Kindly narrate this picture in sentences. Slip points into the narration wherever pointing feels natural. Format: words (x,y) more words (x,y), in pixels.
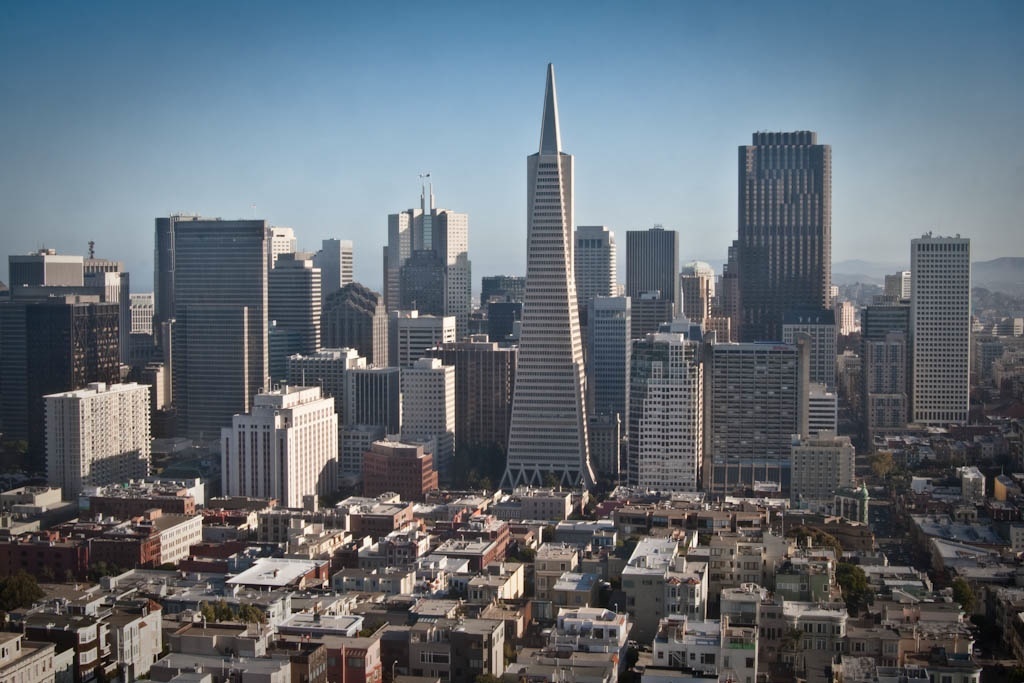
In the picture I can see the buildings (236,631) at the bottom of the image (179,630). In the background (454,321), I can see the tower buildings (800,336). There are no clouds in the sky (453,164).
